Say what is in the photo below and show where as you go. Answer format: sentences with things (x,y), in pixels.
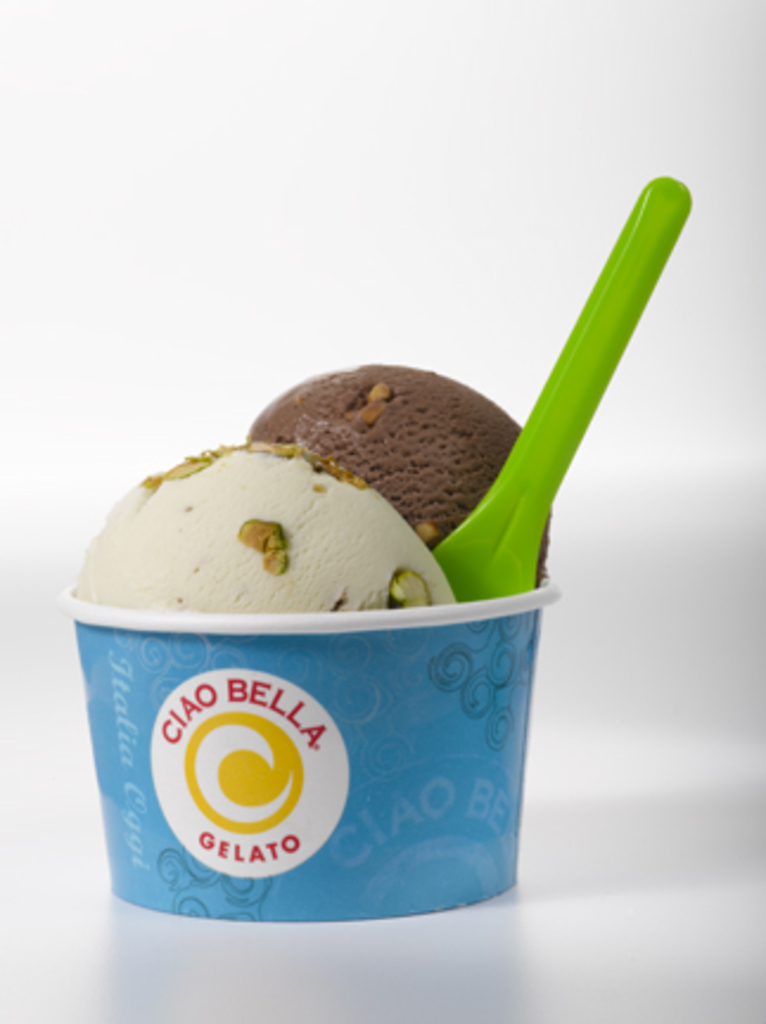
In there is a ice cream cup (264,646) with vanilla and chocolate ice cream (330,496) with a green spoon (561,455).
